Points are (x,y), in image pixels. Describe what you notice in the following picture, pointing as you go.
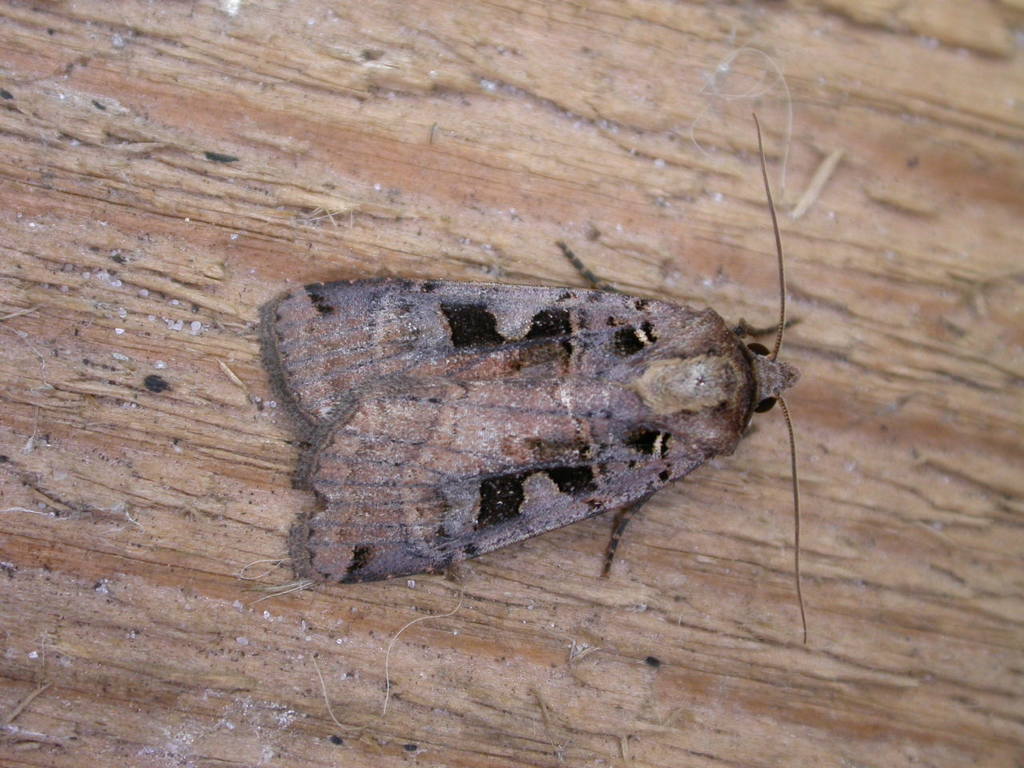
In this picture there is a wood table (456,156), on that wood table (446,179), we can see a insect (797,519) which is in brown color.
